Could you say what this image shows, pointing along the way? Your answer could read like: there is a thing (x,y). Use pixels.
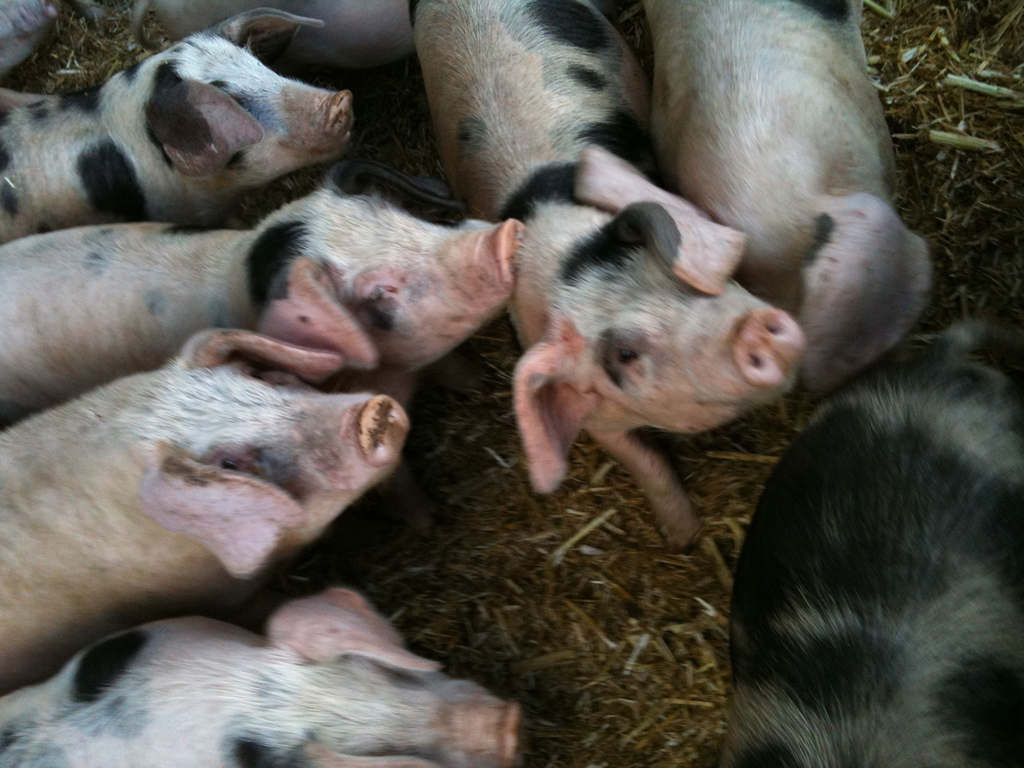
In this image there are pigs (568,442) on the surface of the grass (818,404).
